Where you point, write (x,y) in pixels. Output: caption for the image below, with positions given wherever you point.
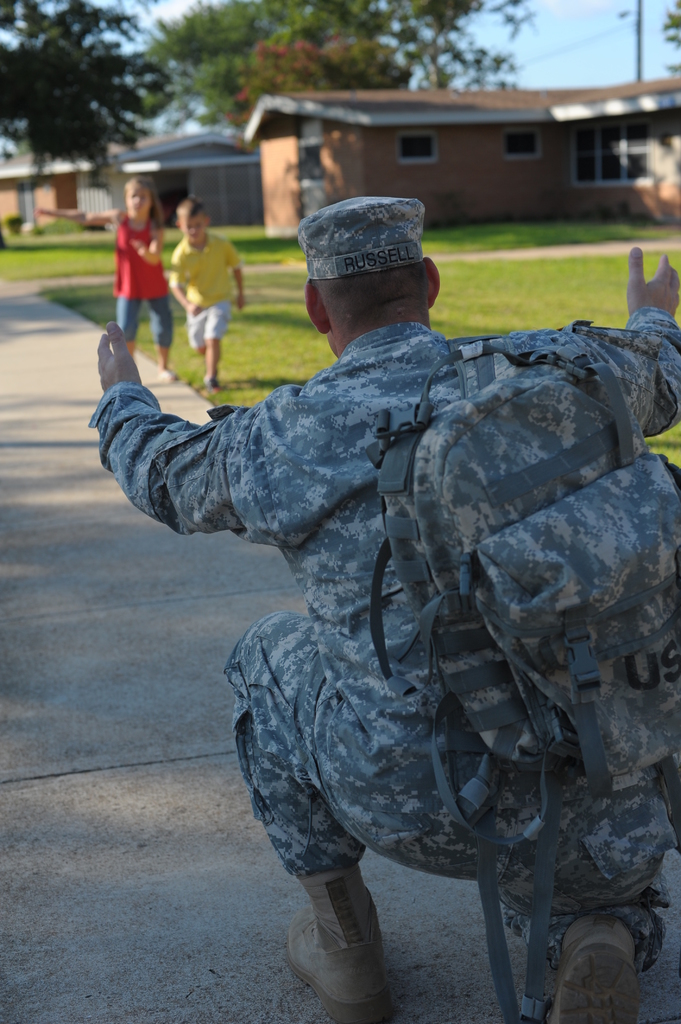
In this image we can see there is a person (404,770) sitting on his knees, in front of the person (404,761) there are two kids (161,263) are running towards this person (335,389). In the background (176,175) there are few buildings (244,162), trees (250,65) and sky (499,38).
